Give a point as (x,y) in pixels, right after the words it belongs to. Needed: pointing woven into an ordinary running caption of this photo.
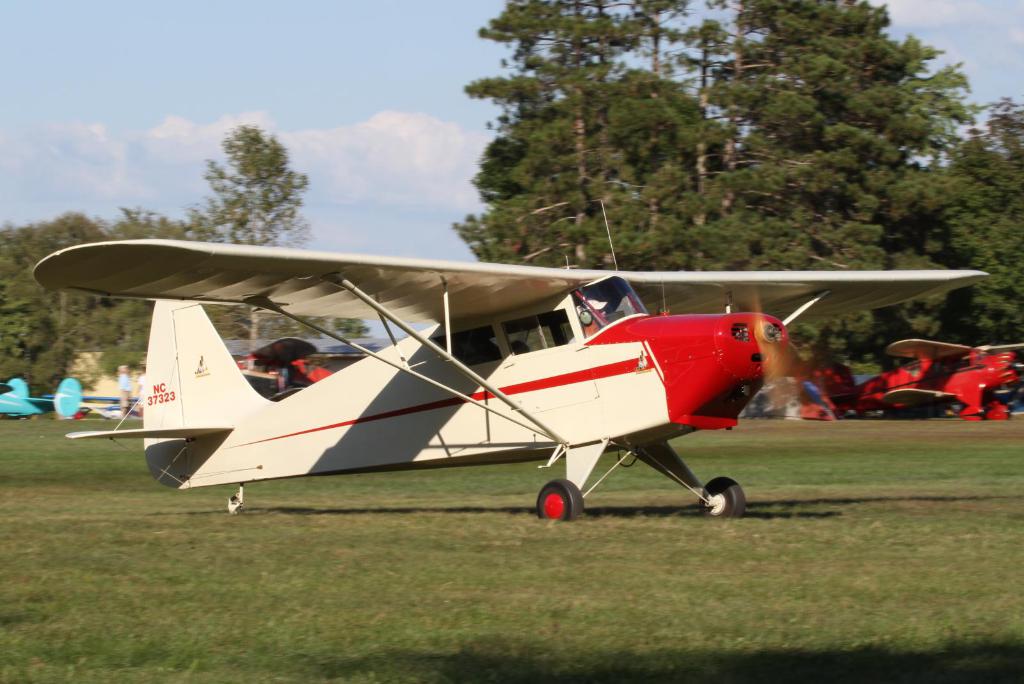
In this picture we can see aircraft (164,411) on the grass (463,581), two people (142,415), trees (791,208) and in the background (320,82) we can see the sky (322,113) with clouds (292,150).
